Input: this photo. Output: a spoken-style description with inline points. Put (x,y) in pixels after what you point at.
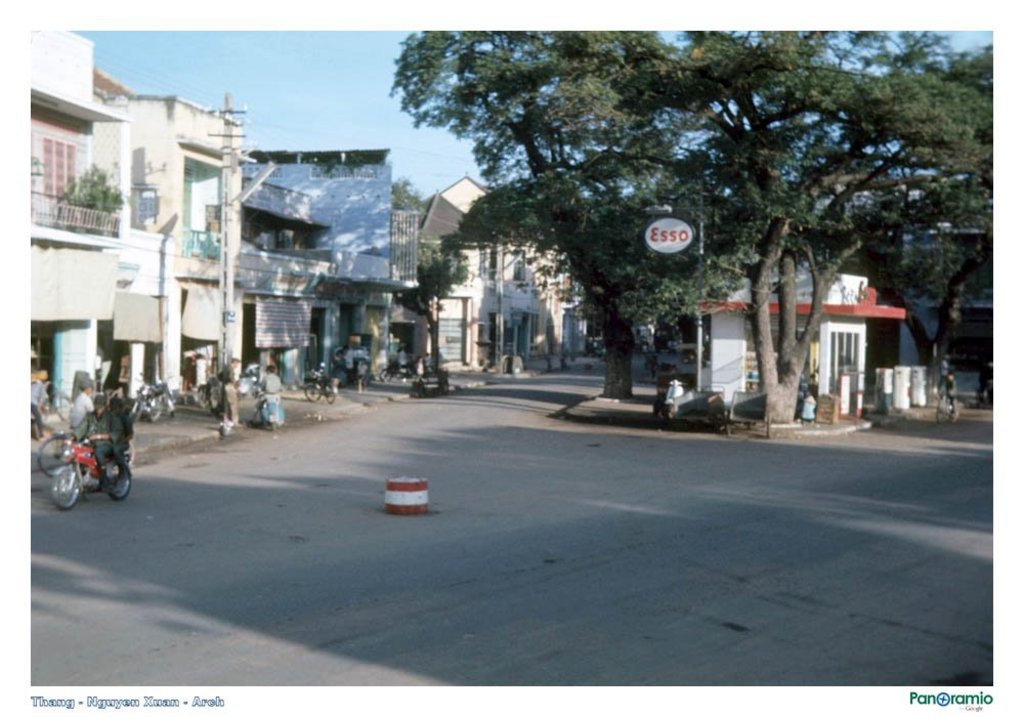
In this image, we can see vehicles (696,412) and people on the road (573,478). In the background (645,280), there are buildings (170,189), trees (713,264), poles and we can see some plants (91,201). At the top (363,132), there is sky (264,84). At the bottom (922,704), there is some text (116,707).
